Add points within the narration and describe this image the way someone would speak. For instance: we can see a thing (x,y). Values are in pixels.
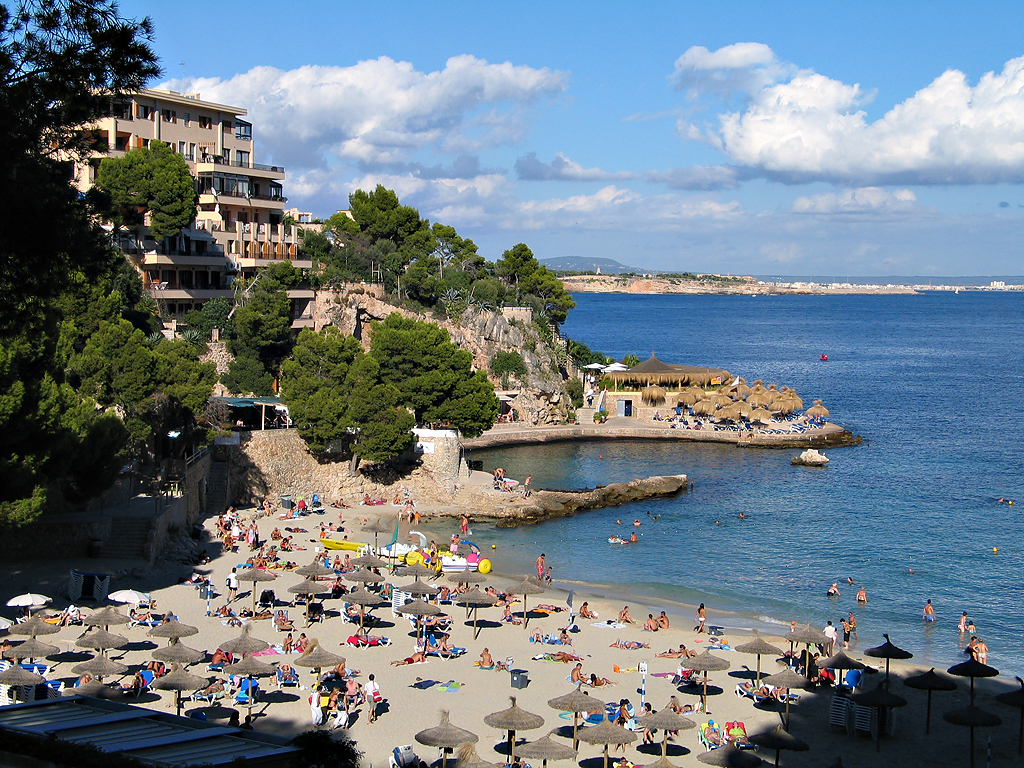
In this image we can see these people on the sand (719,683), we can see umbrellas (368,562), wall (256,487), trees (17,394), houses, water (914,446) and the blue color sky (842,187) with clouds (527,79) in the background (879,165).
